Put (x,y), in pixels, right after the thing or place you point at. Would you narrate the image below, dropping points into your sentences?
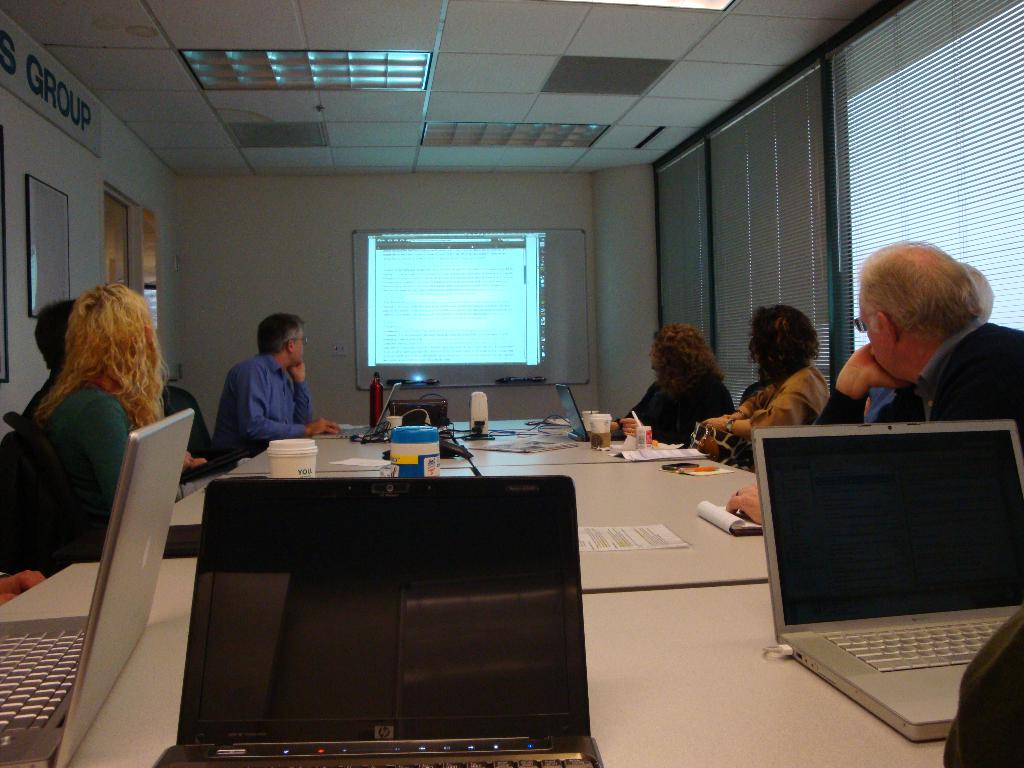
This picture is clicked in the conference room (495,375). Here, we see people (764,419) sitting on the chairs (42,454) on either side of the table (790,697). On the table (753,706), we see glasses (314,442), laptops (564,395), cables (355,440), water bottle (376,398) and papers (645,535). Behind them, we see window blinds (753,207). On the left side (22,148), we see a white wall (84,213) on which photo frame (49,255) is placed. In the background (396,239), we see a projector screen (469,290). At the top of the picture (510,56), we see the ceiling (358,29) of the room (423,116).
